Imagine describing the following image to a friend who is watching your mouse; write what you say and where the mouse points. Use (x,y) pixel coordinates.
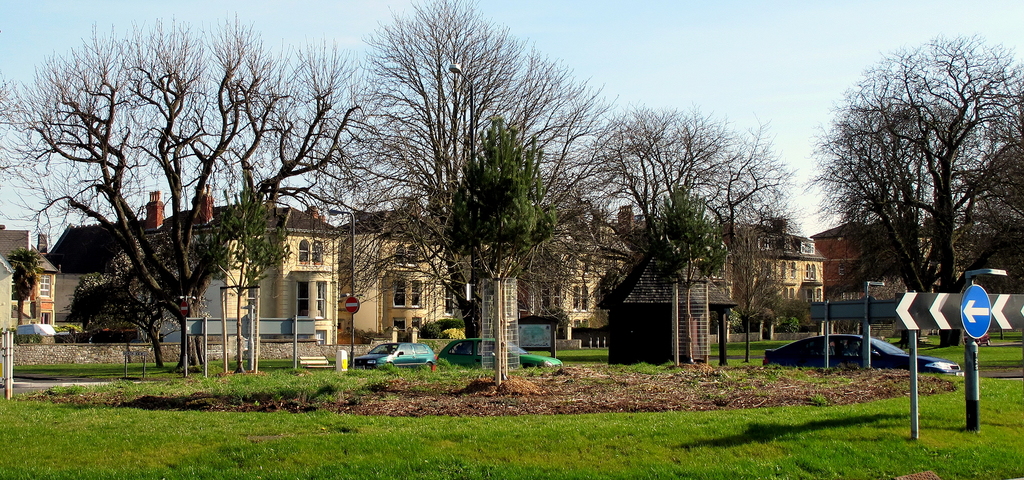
On the ground (229,421) there is grass (444,468). On the right side (924,318) there is a sign board (909,327) with pole (914,382). In the back (316,287) there are trees (765,267), buildings (366,312) with windows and vehicles (806,347). Also there is a light pole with a sign board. In the background (576,58) there is sky (540,45).
